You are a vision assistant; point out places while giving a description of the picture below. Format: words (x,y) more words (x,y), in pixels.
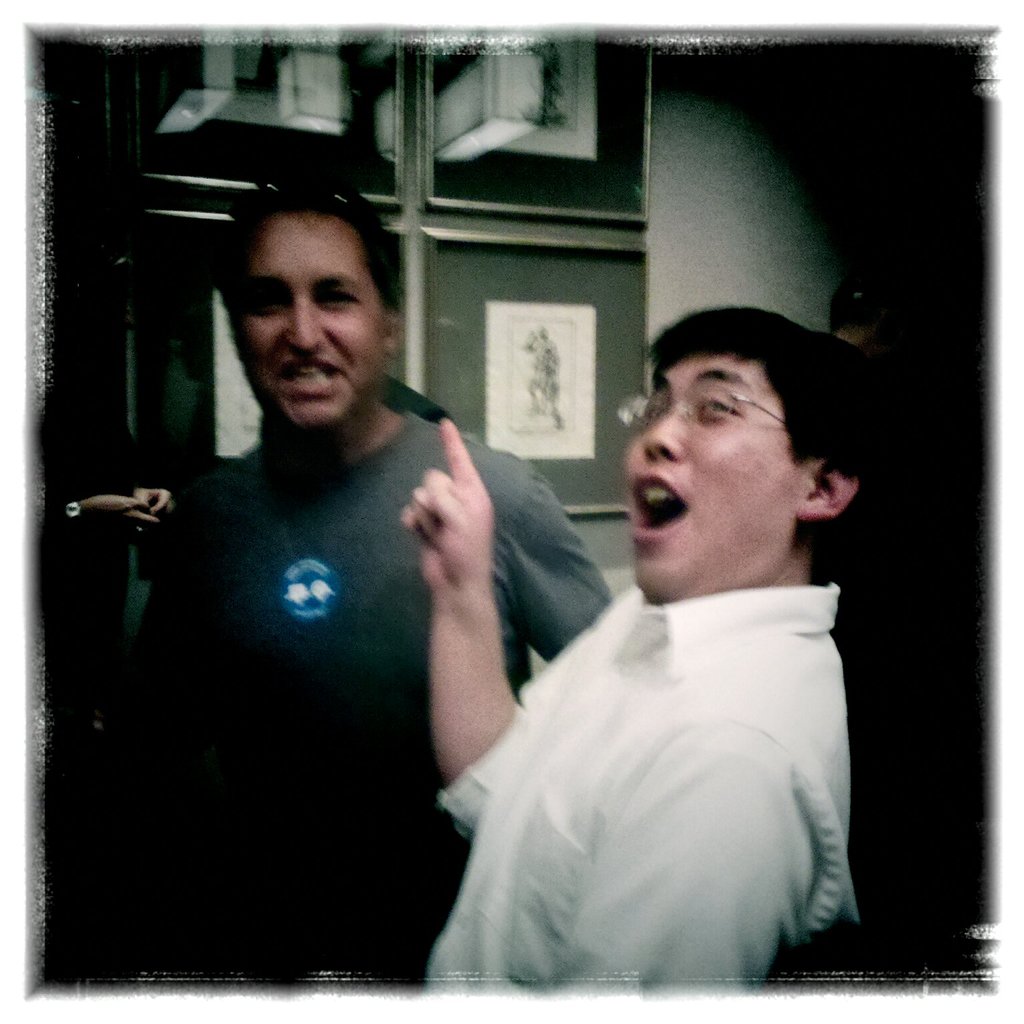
This is a photo and here we can see people (411,546) and one of them is wearing glasses (700,399). In the background (556,212), there are boards (575,263) on the wall (719,173) and we can see some other objects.
